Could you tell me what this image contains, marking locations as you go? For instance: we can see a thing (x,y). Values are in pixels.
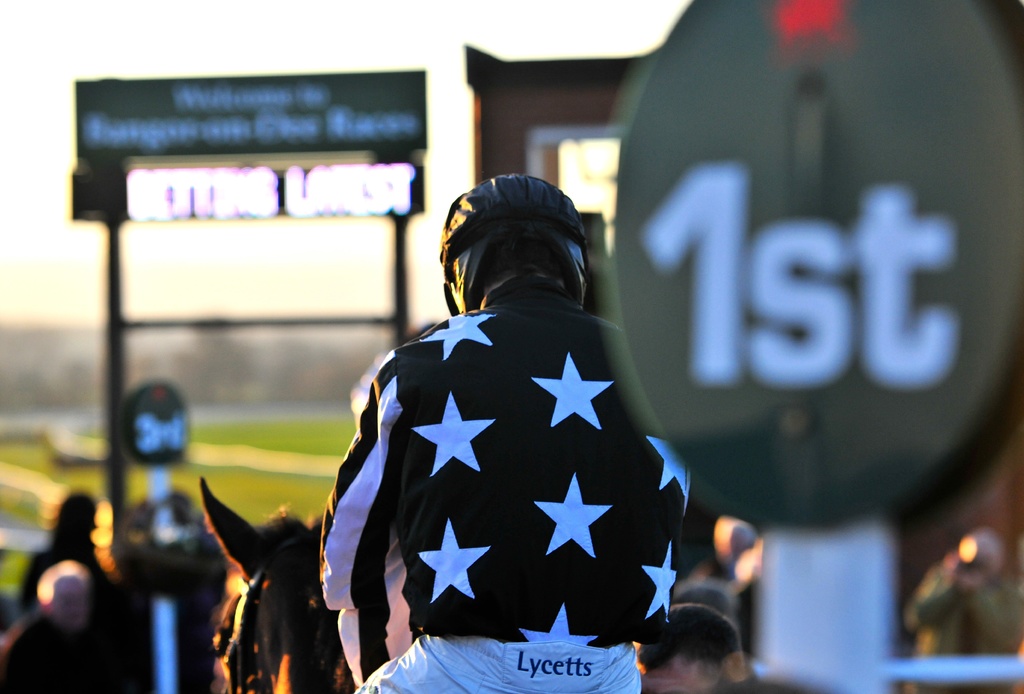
In this picture we can see group of people (736,543), in the middle of the image (512,415) we can see a person (513,431) is seated on the horse (285,551), and the person (480,337) wore a helmet (514,228), on the right side of the image (713,41) we can see a hoarding (764,271).
